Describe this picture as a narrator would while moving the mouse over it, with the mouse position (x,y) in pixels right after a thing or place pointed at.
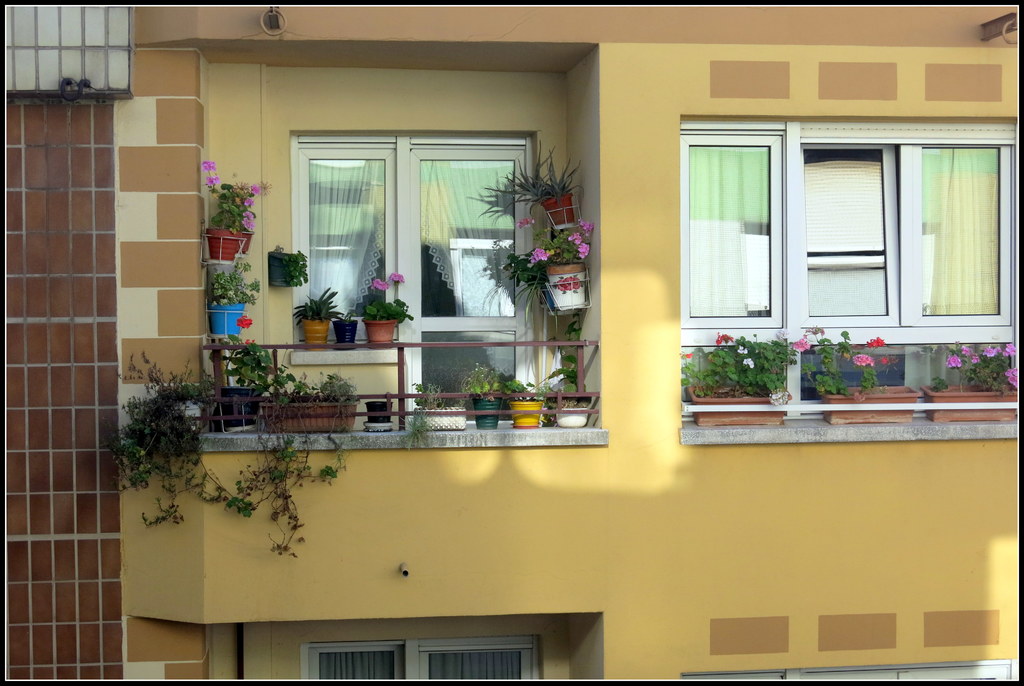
In this image I can see in the middle (347,229) there are flower plants (462,417) and there are glass windows (451,223). It looks like an outside part (650,477) of a building (29,456).
